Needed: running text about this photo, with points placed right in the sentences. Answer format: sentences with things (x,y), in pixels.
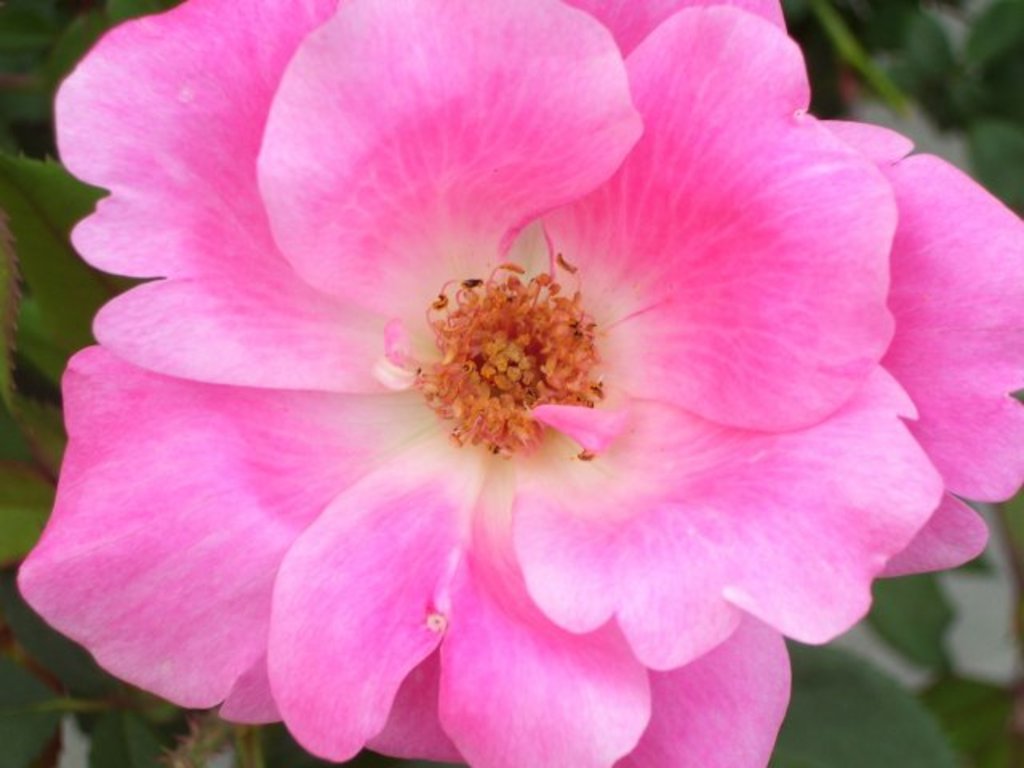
In this image there is a pink color flower (429,250), the background (869,759) is blurry.
